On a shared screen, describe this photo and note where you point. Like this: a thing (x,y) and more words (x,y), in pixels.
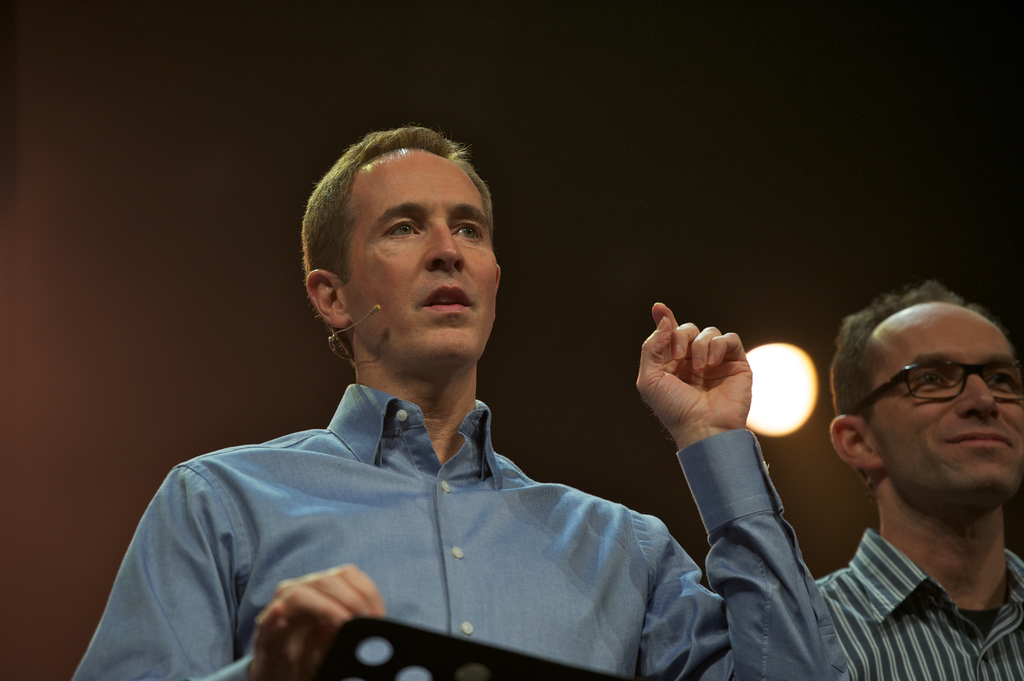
In this image there is a person (367,424) wearing a shirt (322,539). Before him there is an object (415,654). Beside him there is a person (963,427) wearing spectacles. Behind them there is a light (813,389) attached to the wall (593,314).
